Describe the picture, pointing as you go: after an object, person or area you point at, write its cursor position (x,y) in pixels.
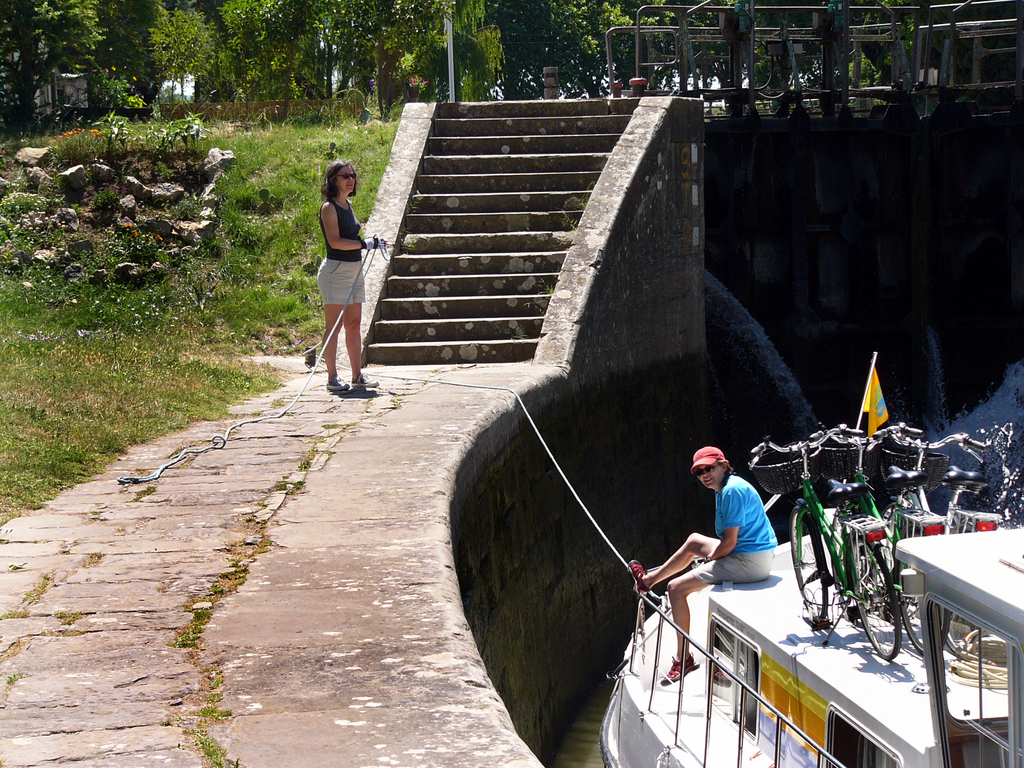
In this image there is a bridge (401,153), on it there are some steps (379,330), woman (356,260) holding a rope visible on the bridge (209,577), in the bottom right (1010,563) there is the water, on which there is a boat (784,612), on which there is a person (722,539), bicycles (784,453), in the top left (102,136) there are trees (394,58), stones (61,173), grass (363,139) visible.
